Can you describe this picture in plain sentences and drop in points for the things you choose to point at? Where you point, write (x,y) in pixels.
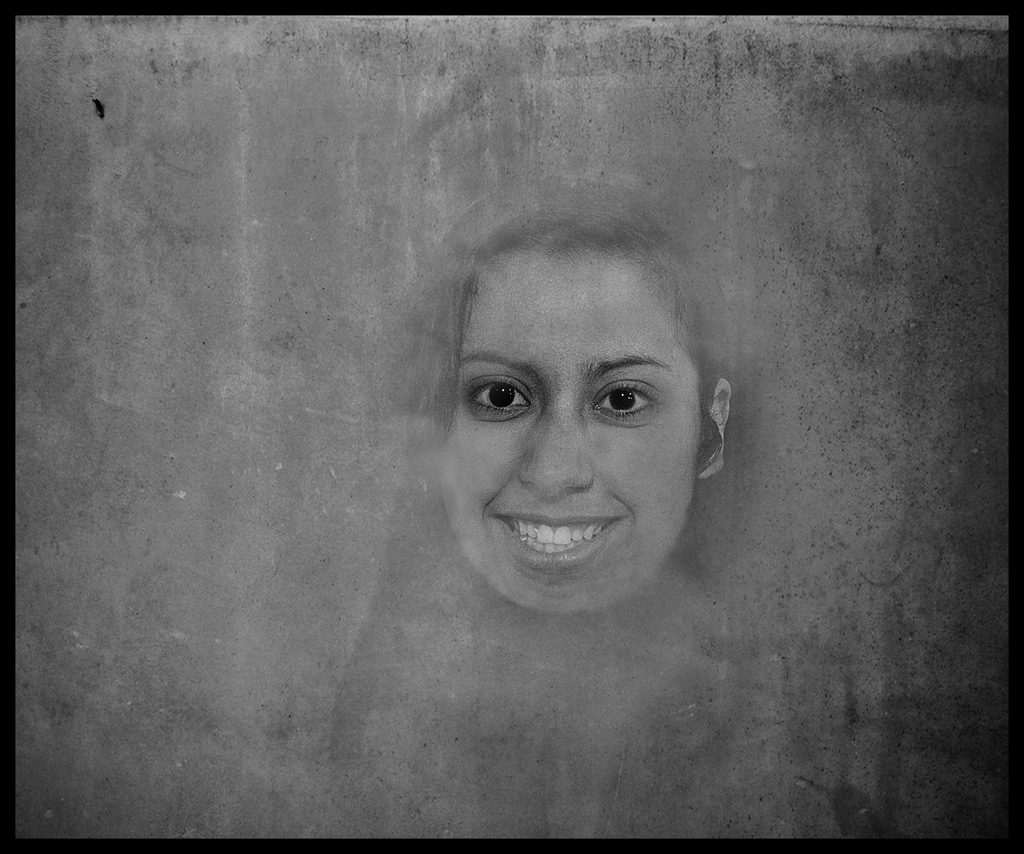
In this image I can see a pencil art (567,334) of a person (549,527). The image is in black and white. Person (524,448) is smiling.
